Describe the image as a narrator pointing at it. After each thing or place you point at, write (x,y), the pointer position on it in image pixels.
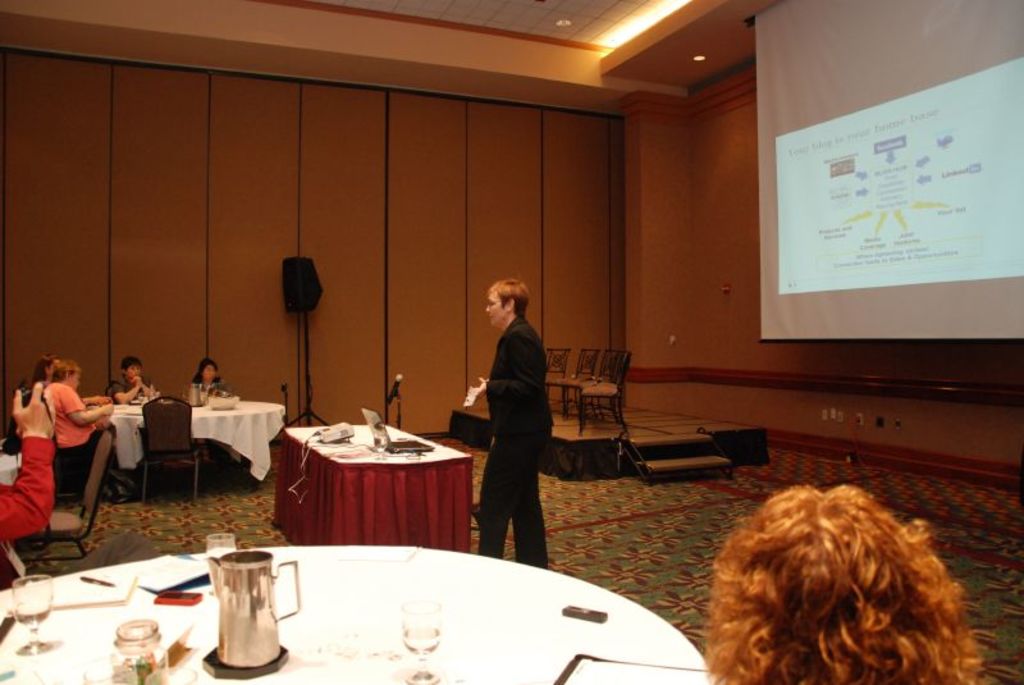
There is one woman (509,401) standing and wearing a black color dress (508,394) is in the middle of this image (493,423). We can see a hair (833,620) of a person (836,593) is in the bottom right corner of this image (799,620). There are glasses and other objects (159,598) are kept on a table (400,616) which is at the bottom of this image (343,606). We can see a group of people (69,381) sitting on the chairs (165,427) are on the left side of this image (175,427). There are tables (407,437) are present in the middle of this image (361,454). There is a wall (402,229) in the background (634,294). We can see a projector screen (867,160) is on the right side of this image (877,194).
